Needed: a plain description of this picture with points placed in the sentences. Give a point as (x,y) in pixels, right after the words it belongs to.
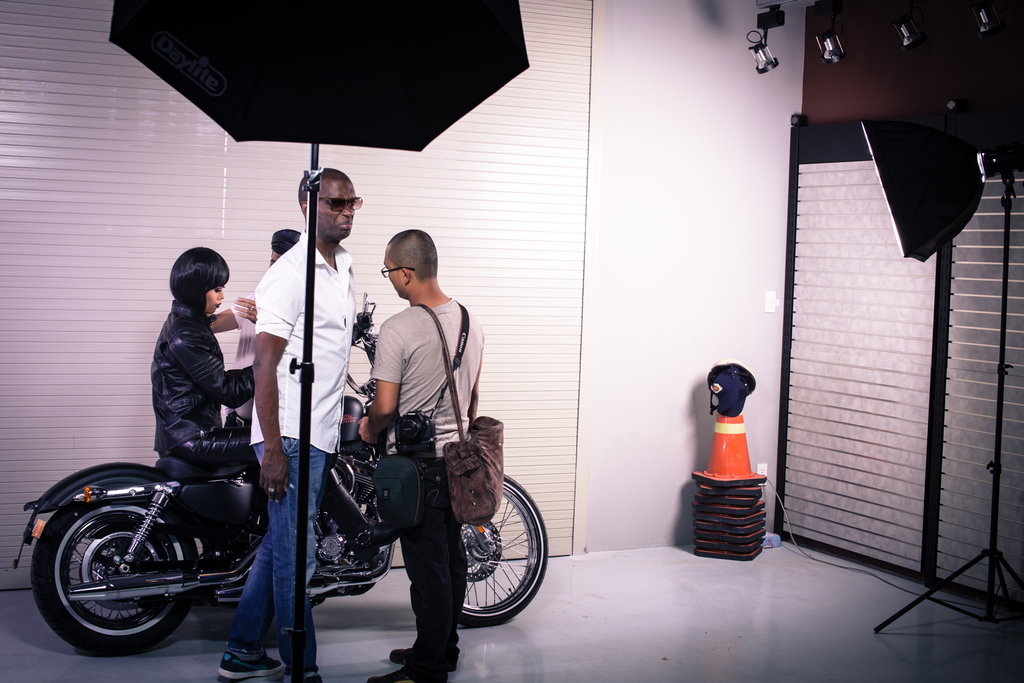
There is a bike (209,530) which is in black color, on that bike (162,492) there is a woman (177,393) sitting, And two peoples (430,356) standing and there is a black color in the middle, In the right side (927,487) there is a wall (906,317) of white color, In the background (678,305) there is a wall (559,210) of white color.
